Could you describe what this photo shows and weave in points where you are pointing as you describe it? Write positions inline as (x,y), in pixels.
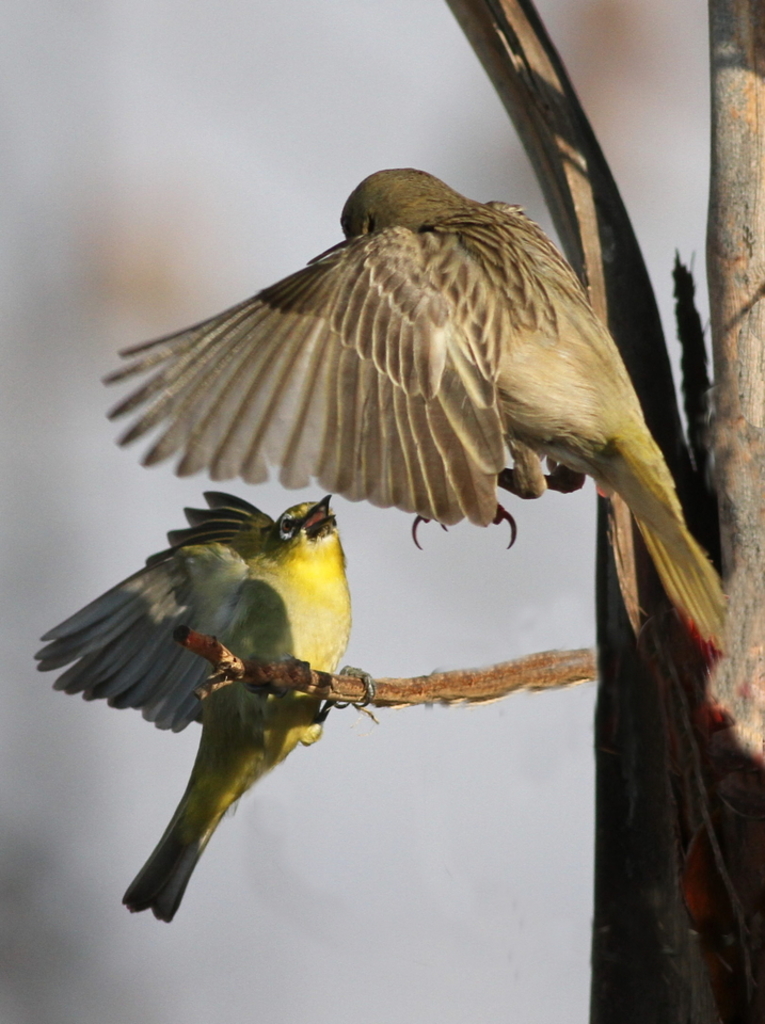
In this picture there are two birds (269,434) in the center of the image (319,563).
